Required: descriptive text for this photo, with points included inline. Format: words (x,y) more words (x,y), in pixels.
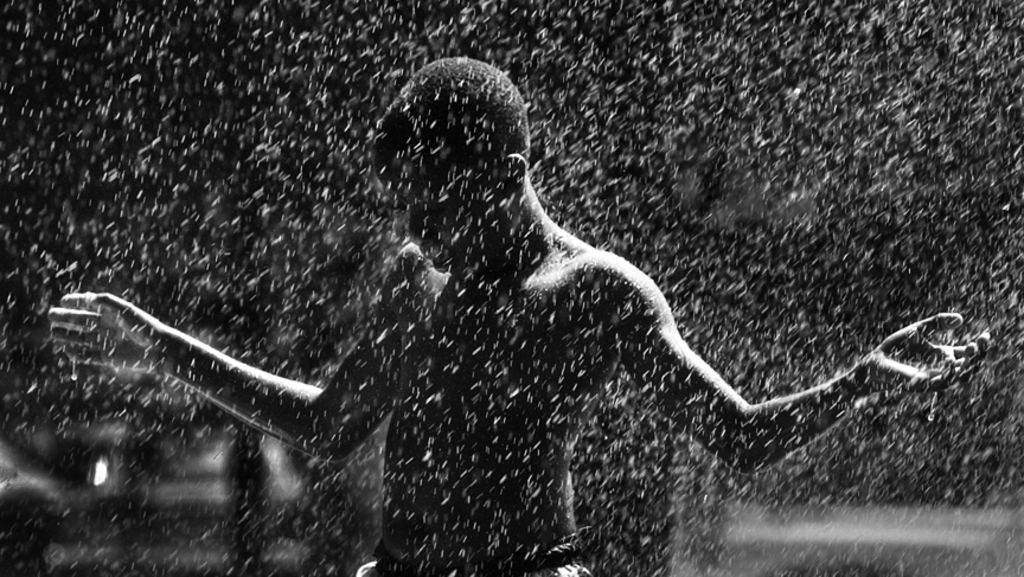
This is a black and white picture. In this picture, we see a man (410,295) is standing. It might be raining. In the background (239,248), it is black in color. This might be an edited image.
